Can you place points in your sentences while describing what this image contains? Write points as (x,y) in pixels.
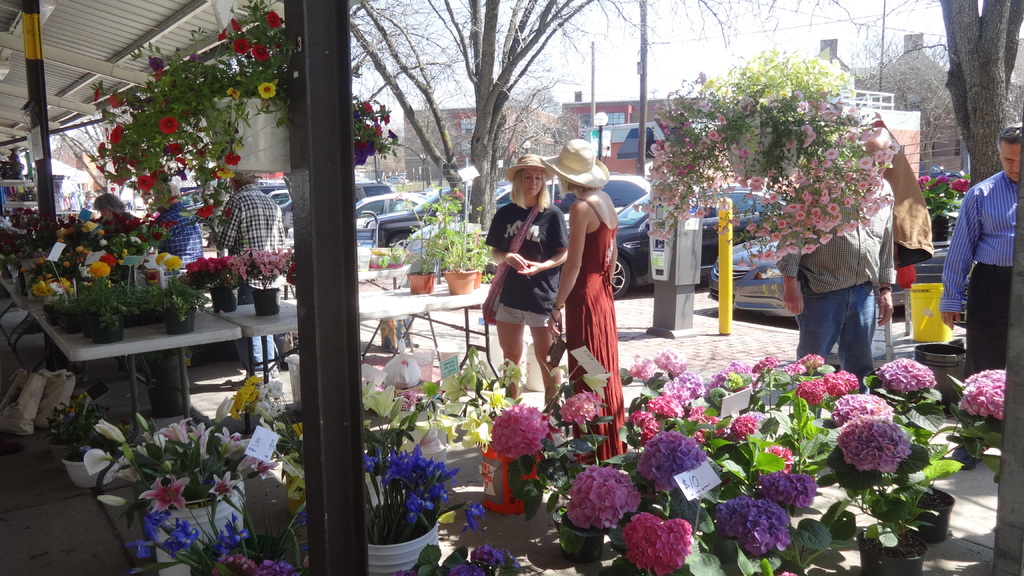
In this image there are so many colorful flower pots (476,413). There are people (543,242) standing. There are trees (479,143). The cars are parked. There is a building (641,151) on the backside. There is a sky (790,31).
